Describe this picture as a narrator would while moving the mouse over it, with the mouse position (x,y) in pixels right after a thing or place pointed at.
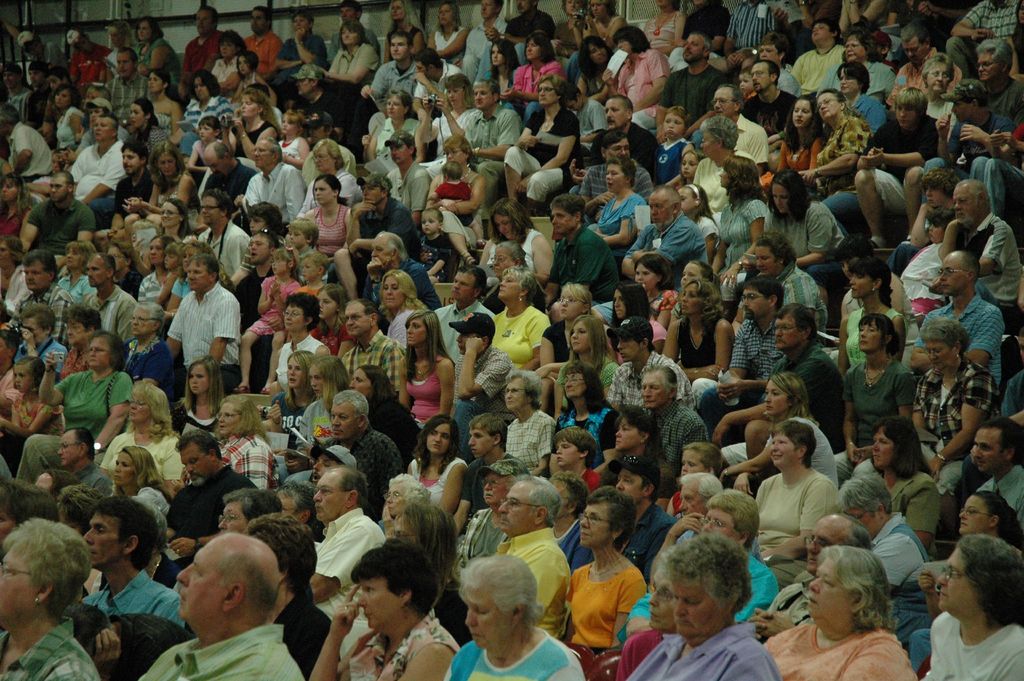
In the image few people (987,622) are sitting and few people (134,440) are sitting and holding some cameras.
